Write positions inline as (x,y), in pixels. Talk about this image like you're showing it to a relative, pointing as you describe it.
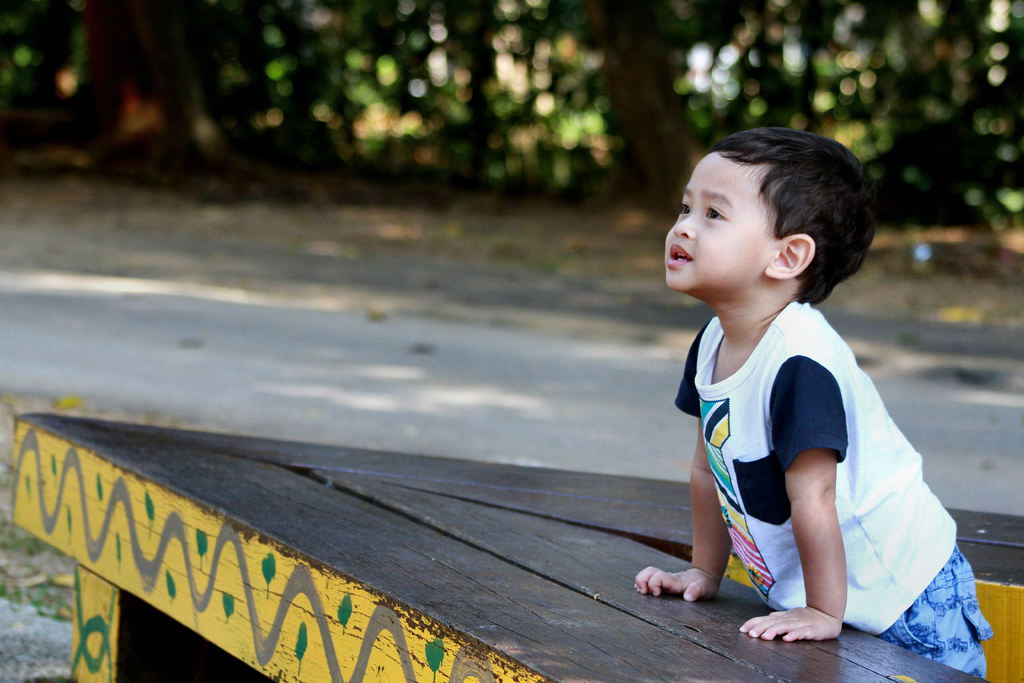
In this image I can see a boy (800,355) wearing white t shirt (819,390). In the background (649,115) I can see number of trees (366,123).
